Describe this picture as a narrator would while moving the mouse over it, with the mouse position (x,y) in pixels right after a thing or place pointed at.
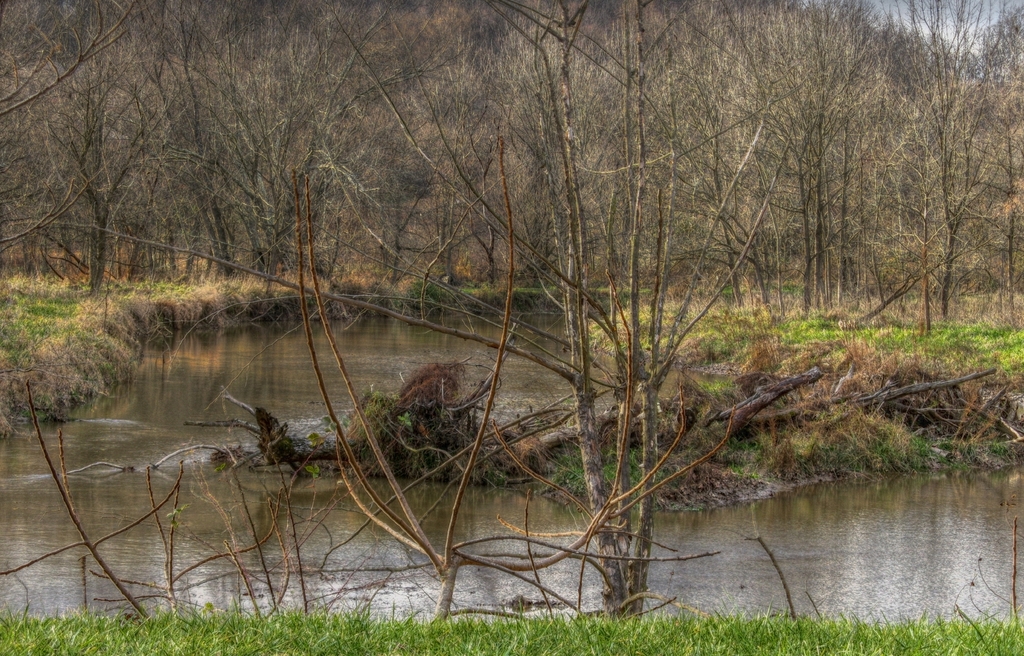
Here we can see trees (765,197), water (470,361) and grass (1020,358).
